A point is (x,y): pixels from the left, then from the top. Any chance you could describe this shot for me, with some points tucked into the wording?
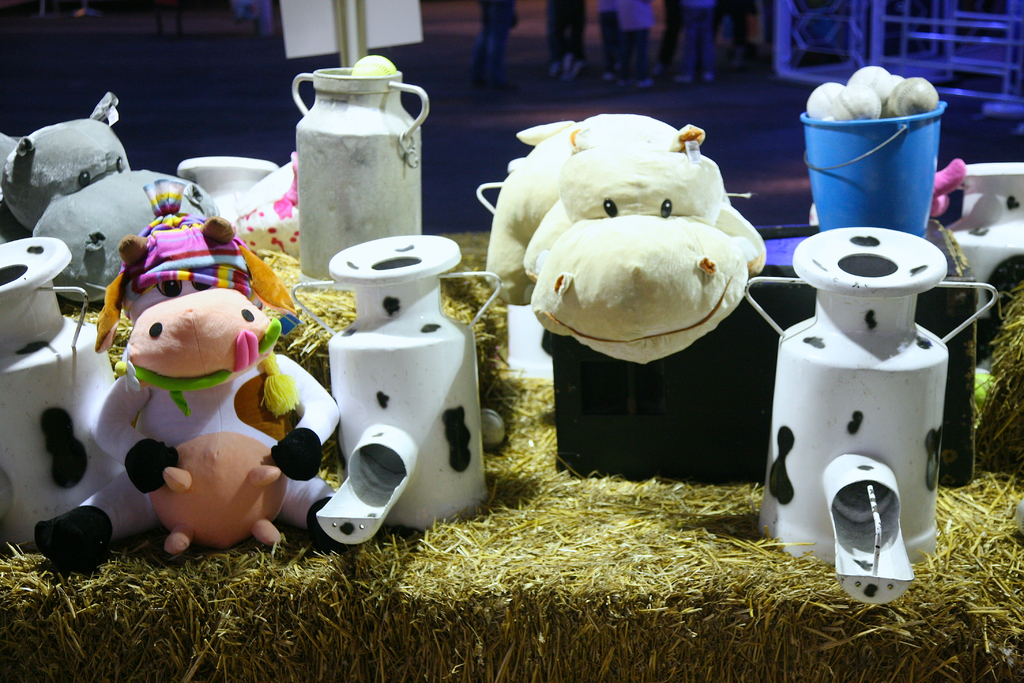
This picture is consists of milk cans (342,384) and toy cows (155,400).
